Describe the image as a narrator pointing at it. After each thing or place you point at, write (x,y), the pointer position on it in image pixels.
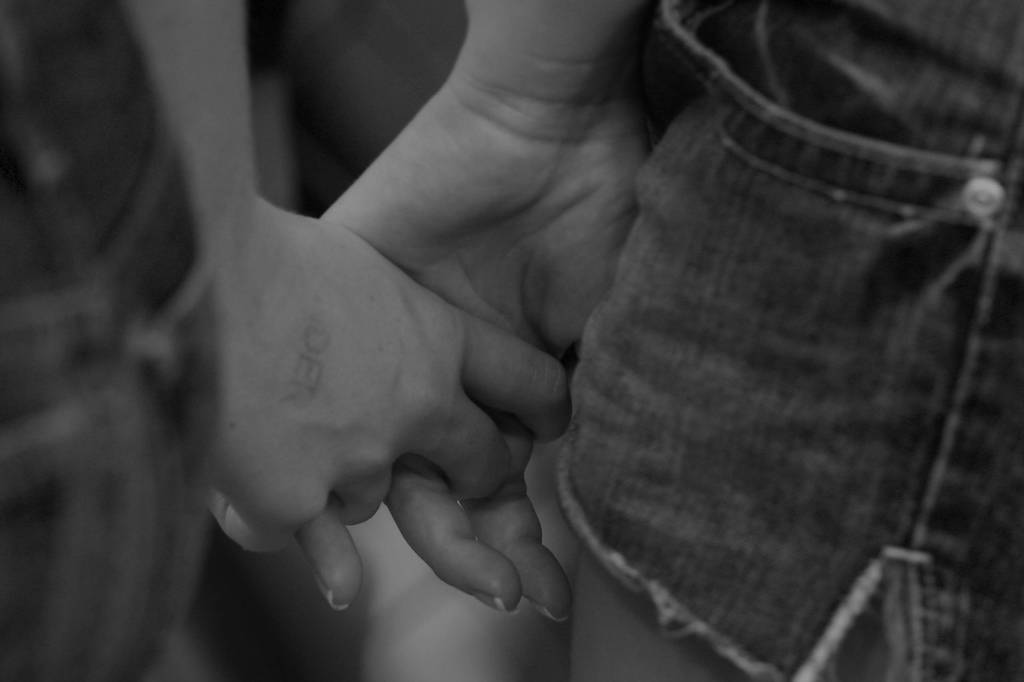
In the image there are two persons (329,307) holding hands (404,334), they both wore jeans (1007,253), this is a black and white picture.
